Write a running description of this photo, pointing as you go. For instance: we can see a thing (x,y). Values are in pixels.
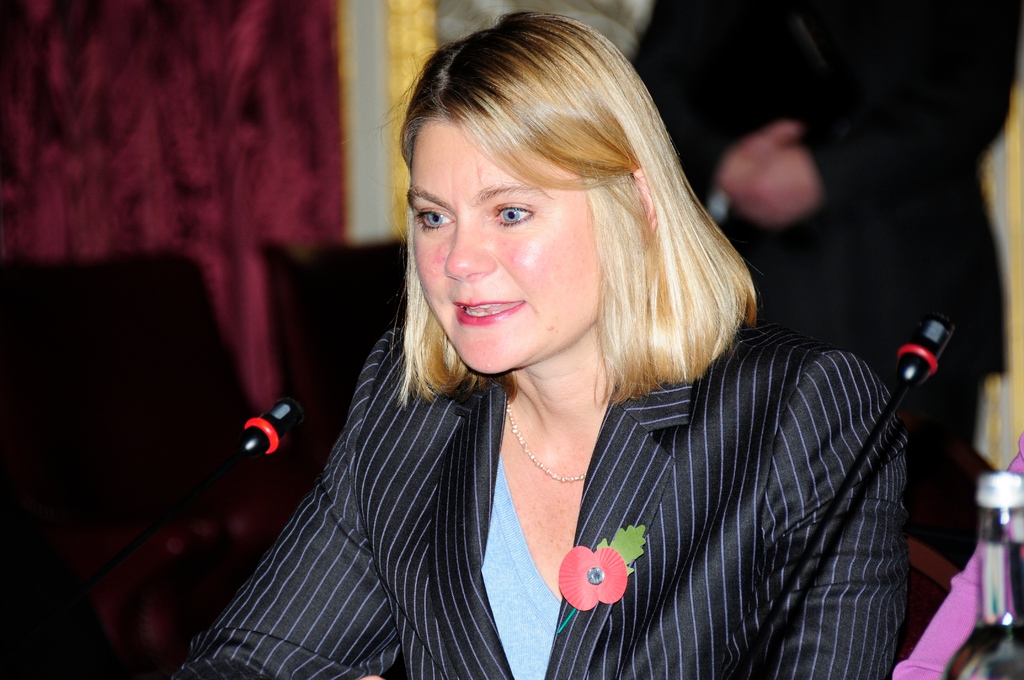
In this image I can see a woman (555,503) in the front (737,523) and I can see she is wearing black colour blazer (648,568). I can also see few mics (824,525) and a bottle (960,678) in the front of her and in the background (786,247) I can see one person (778,213) is standing. I can also see a red colour thing (309,235) on the left side (195,208) and I can see this image is little bit blurry in the background (350,151).
